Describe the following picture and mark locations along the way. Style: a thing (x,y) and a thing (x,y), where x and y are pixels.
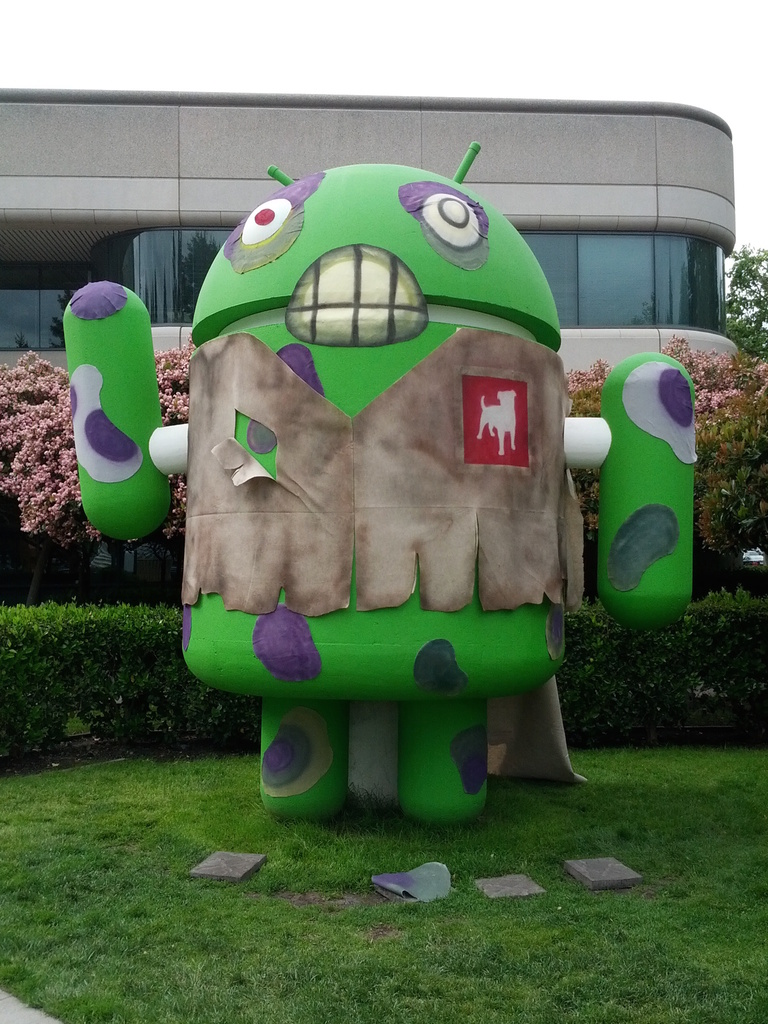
This picture is clicked outside. In the foreground (337,898) we can see the green grass (516,951) and some objects (240,860) lying on the ground (518,862). In the center (346,492) we can see a green color object (320,316) which seems to be the carnival toy (498,394). In the background (751,134) we can see the sky (726,105), plants (704,421), tree (747,329) and an object (434,169) which seems to be the building (715,205).
